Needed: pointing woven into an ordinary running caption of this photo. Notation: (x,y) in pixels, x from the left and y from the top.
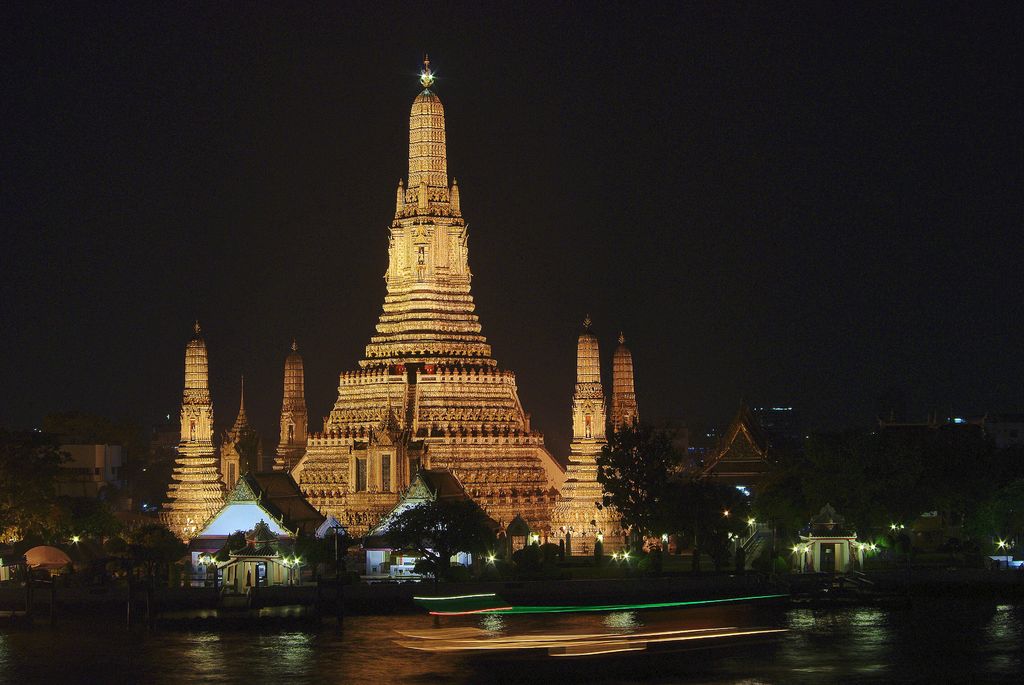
There is a building (359,434). Also there is water (471,641). On the sides of the water (745,643) there are trees (723,558) and small buildings (294,538). In the background (630,232) it is dark.
